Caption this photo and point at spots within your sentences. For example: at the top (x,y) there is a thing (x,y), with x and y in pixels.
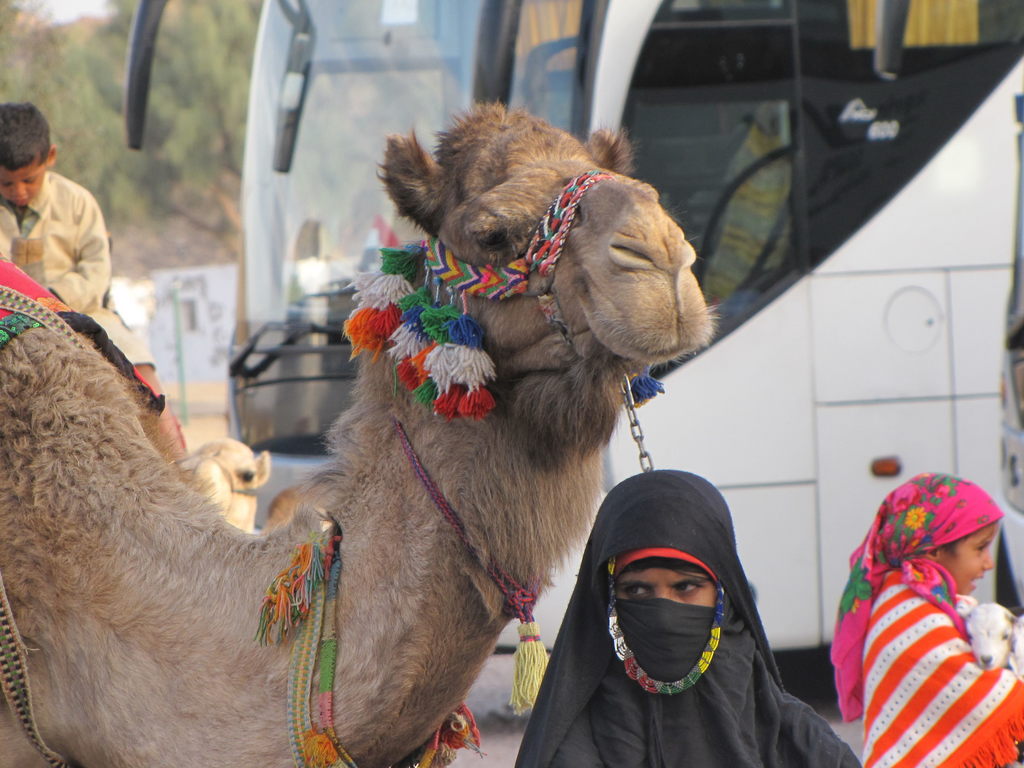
In the picture I can see people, camels (385,487) and a bus (620,17). In the background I can see trees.
